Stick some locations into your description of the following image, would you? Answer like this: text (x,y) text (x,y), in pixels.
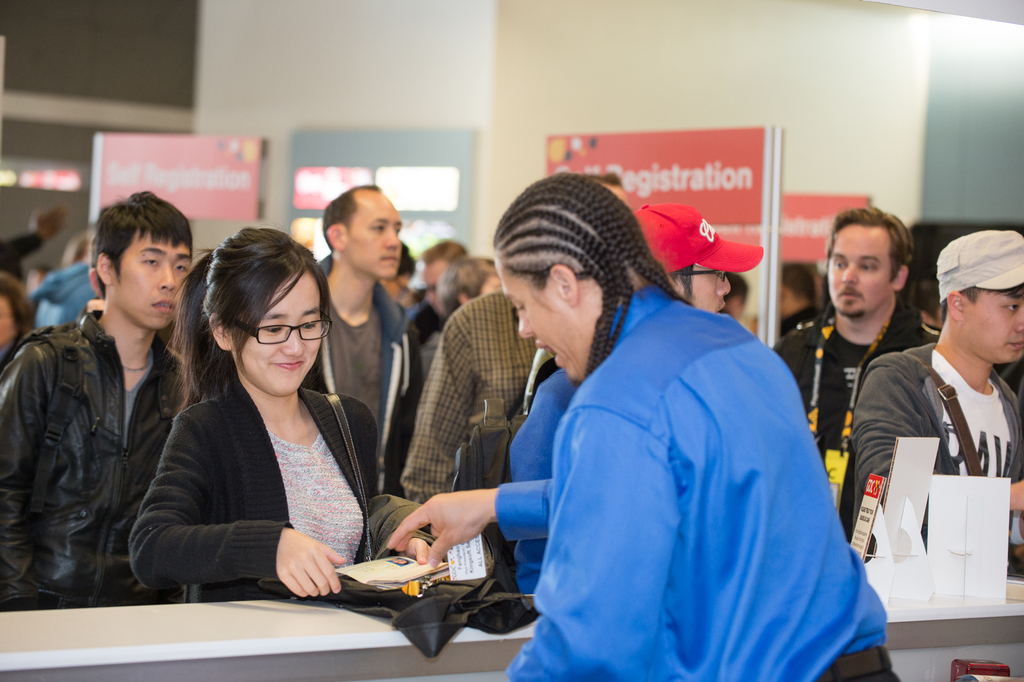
In this picture we can see a group of people (112,529) and in the background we can see name boards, wall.
